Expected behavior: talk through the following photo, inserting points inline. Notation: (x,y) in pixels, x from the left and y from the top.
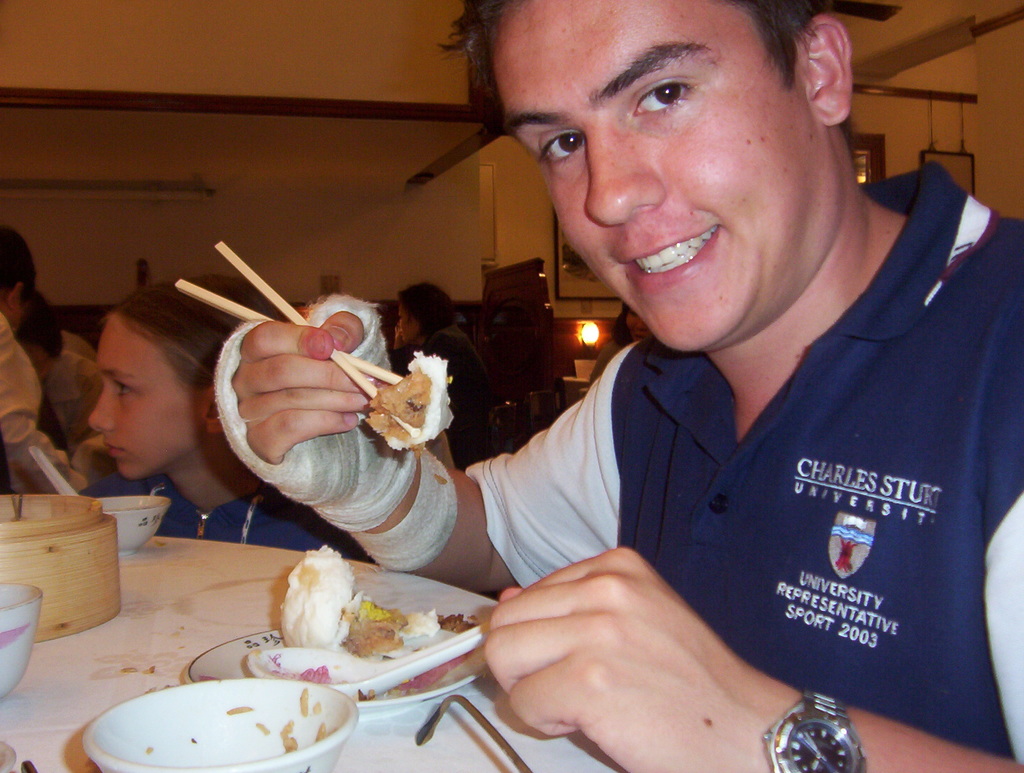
In the image there is a person (714,267) in navy blue t-shirt (664,480) holding food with chopsticks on a dining table (162,570) along with some bowls (170,772) on it, in the background (140,360) there are few other people (195,414) sitting.
